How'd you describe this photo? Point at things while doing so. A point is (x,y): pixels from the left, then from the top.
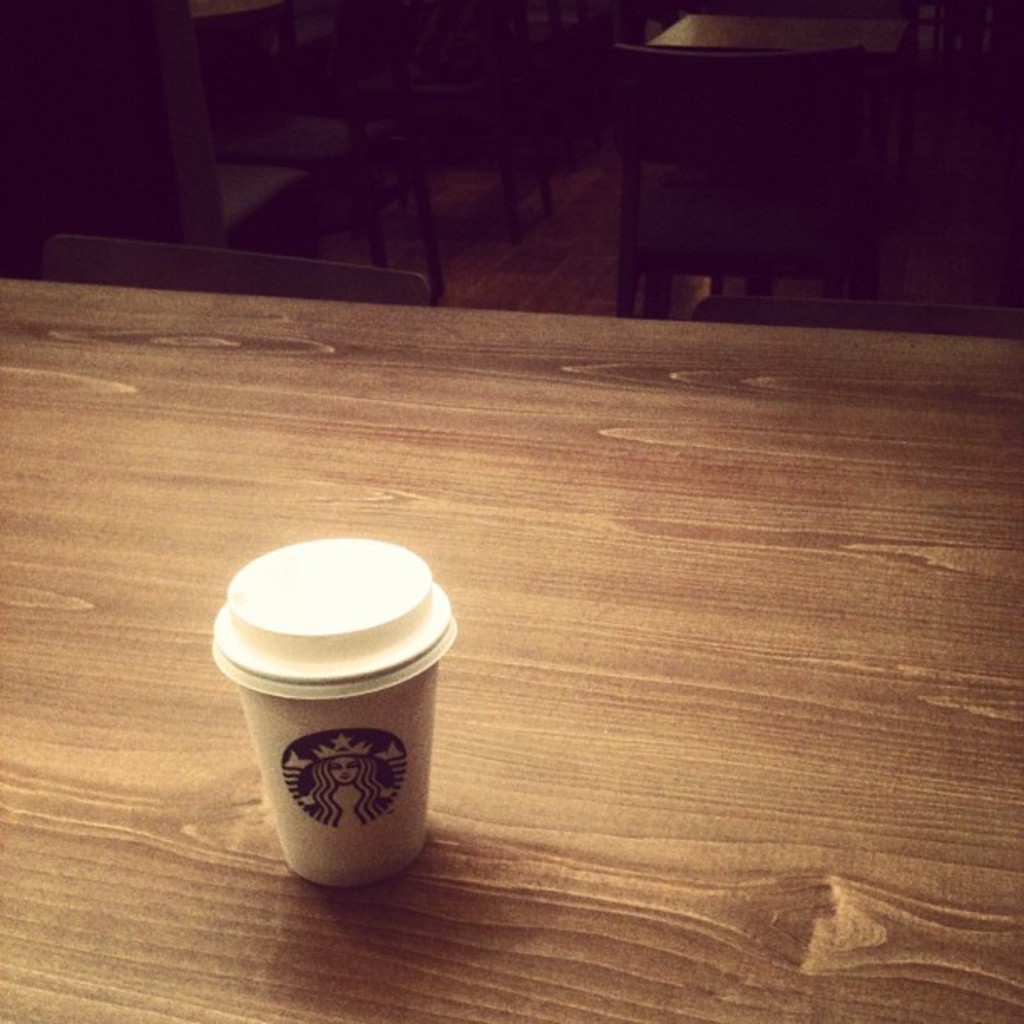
In this image at the bottom (831,852) there is a table (781,874), on the table (829,856) there is one cup (378,623) and in the background (800,93) there are some chairs (162,260).
